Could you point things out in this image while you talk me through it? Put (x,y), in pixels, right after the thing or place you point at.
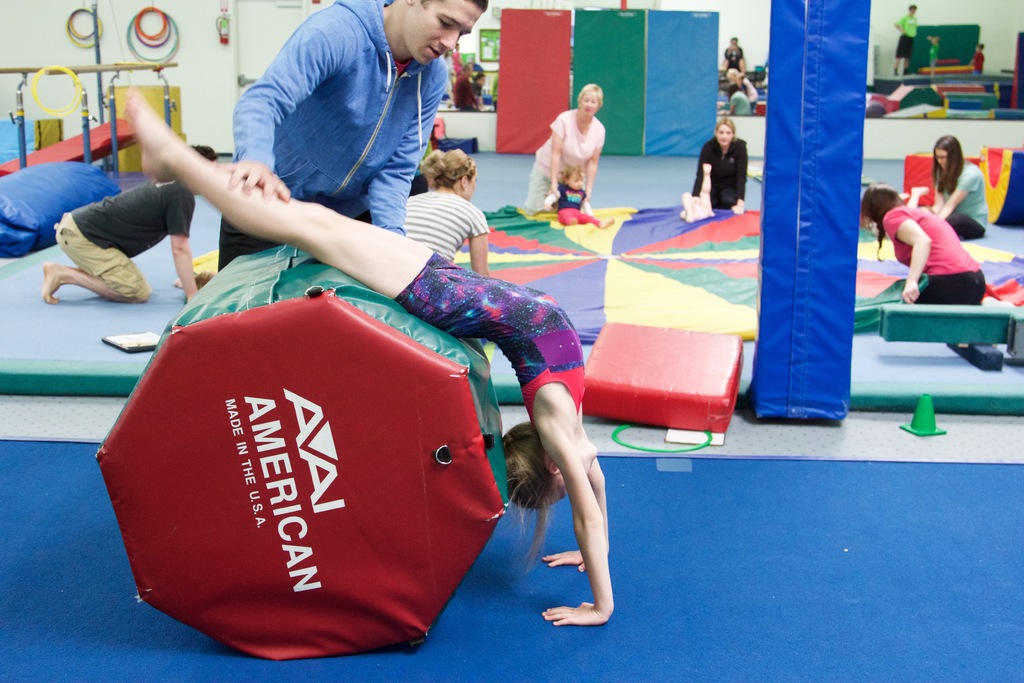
In this image I can see a man (320,128) is holding a person (299,202) who is on an object (359,439). Some people (955,198) are sitting and some people (599,146) are kneeling down on the floor (601,196). I can also see some objects (675,246) on the floor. Here I can see blue color object (798,193), on the wall (145,23) I can see some objects (146,40) attached to it.
